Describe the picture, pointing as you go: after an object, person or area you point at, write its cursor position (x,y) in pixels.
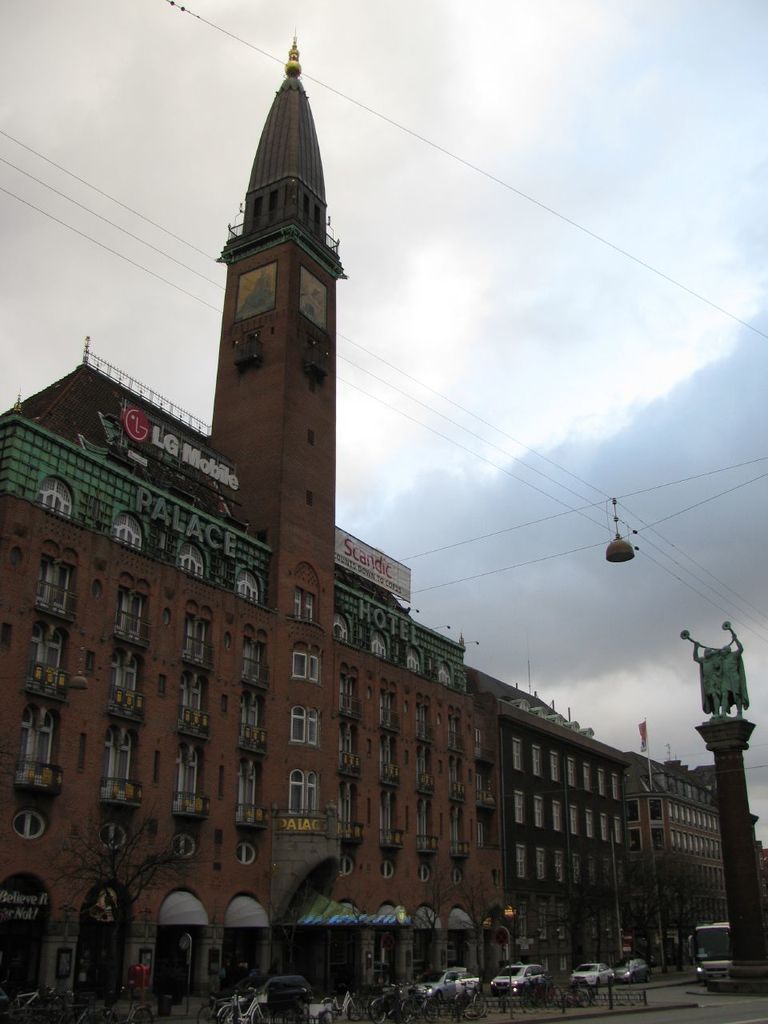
In this image I can see buildings (424,797), vehicles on road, a statue (720,694) and other objects (500,1002) on the ground (683,1006). In the background (501,416) I can see wires (445,398) and the sky (491,418).
